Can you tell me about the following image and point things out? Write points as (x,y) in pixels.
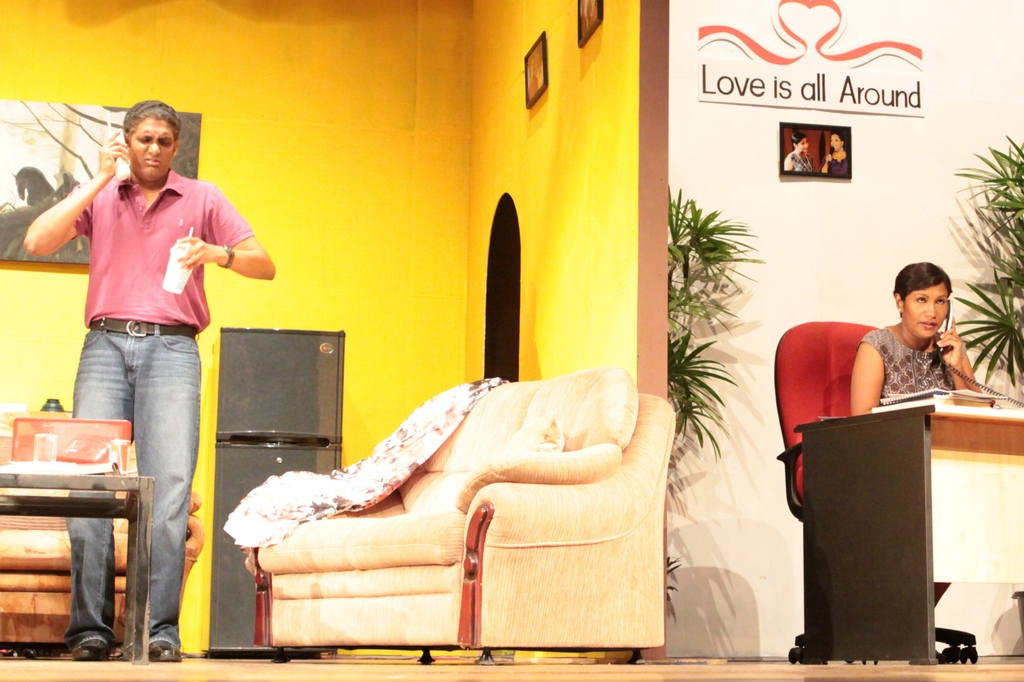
In this image I can see a man (112,314) standing on the left (150,284). He is holding a telephone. There is a table (77,485) in front him. There is a refrigerator (236,363) behind him and there are sofas (477,590). A woman (925,352) is sitting on the right (945,349) and holding a telephone (938,362). There is a table (931,441) in front of her and there are plants (1022,279) behind her. There are photo frames (101,121) on the walls (114,71).
